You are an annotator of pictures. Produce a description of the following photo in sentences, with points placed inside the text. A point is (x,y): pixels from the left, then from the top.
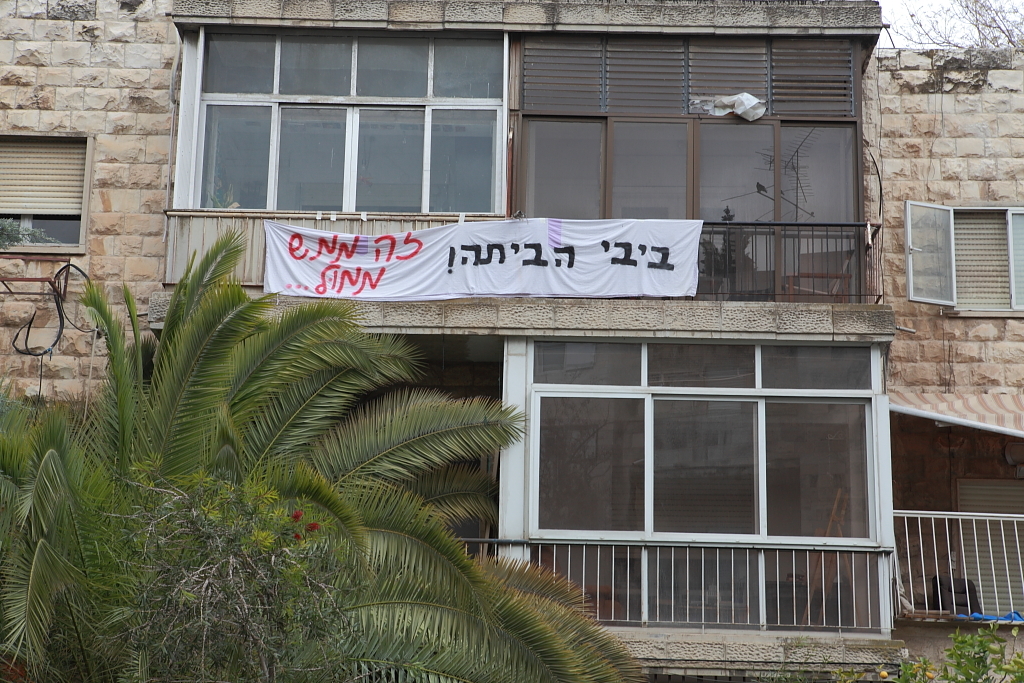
In this image we can see a building (551,446), there are some trees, windows (737,379), grills (948,549) and a poster (647,224) with some text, also we can see the sky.
